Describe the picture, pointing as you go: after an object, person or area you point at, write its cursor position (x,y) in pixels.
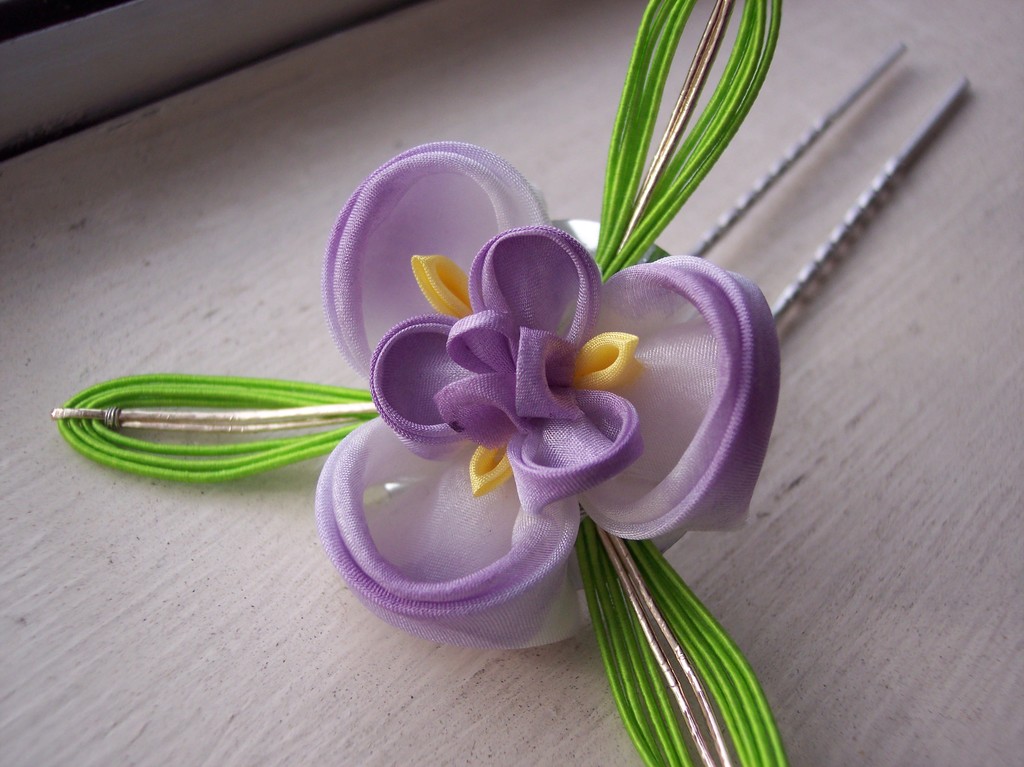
In this picture I can observe a fabric flower (454,266). I can observe violet and green colors in this flower (685,176). This flower (552,408) is placed on the plain surface (295,607).
